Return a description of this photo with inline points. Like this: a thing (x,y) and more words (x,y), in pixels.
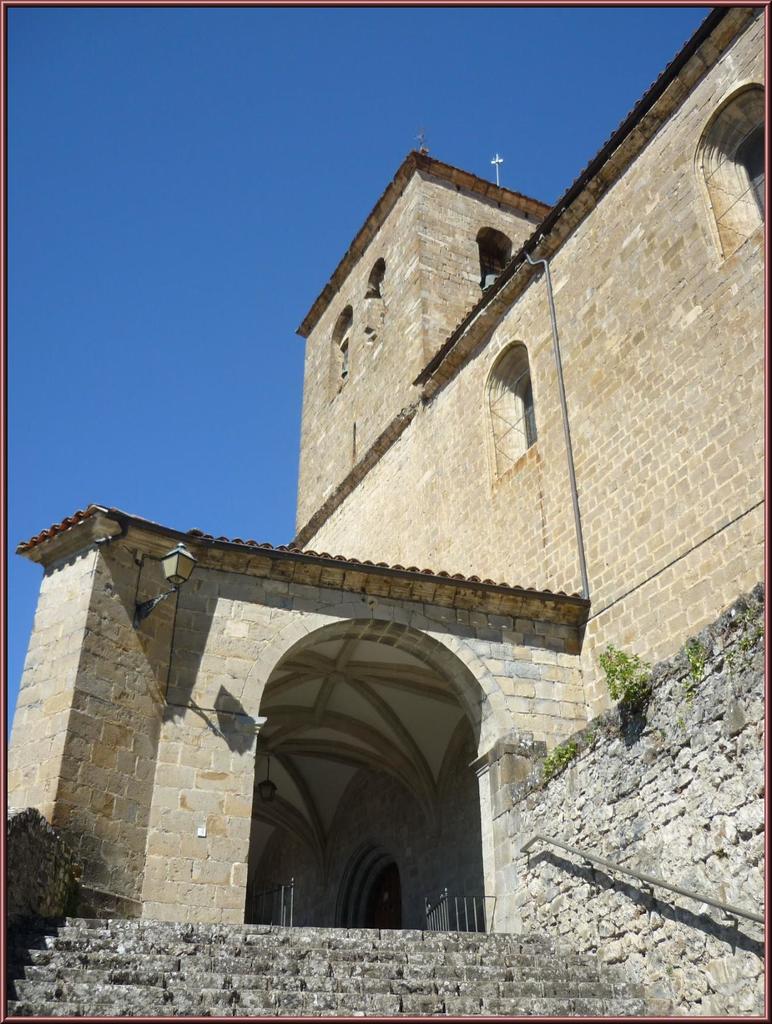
At the bottom of the picture (247,979), we see the staircase (314,964) and beside that, we see the stair railing (583,853). In the middle of the picture (434,490), we see the street light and a building (477,445) which is made up of stones (474,518). This building (479,496) might be a church (344,518). In the background (199,301), we see the sky (255,219), which is blue in color. This picture might be a photo frame.
